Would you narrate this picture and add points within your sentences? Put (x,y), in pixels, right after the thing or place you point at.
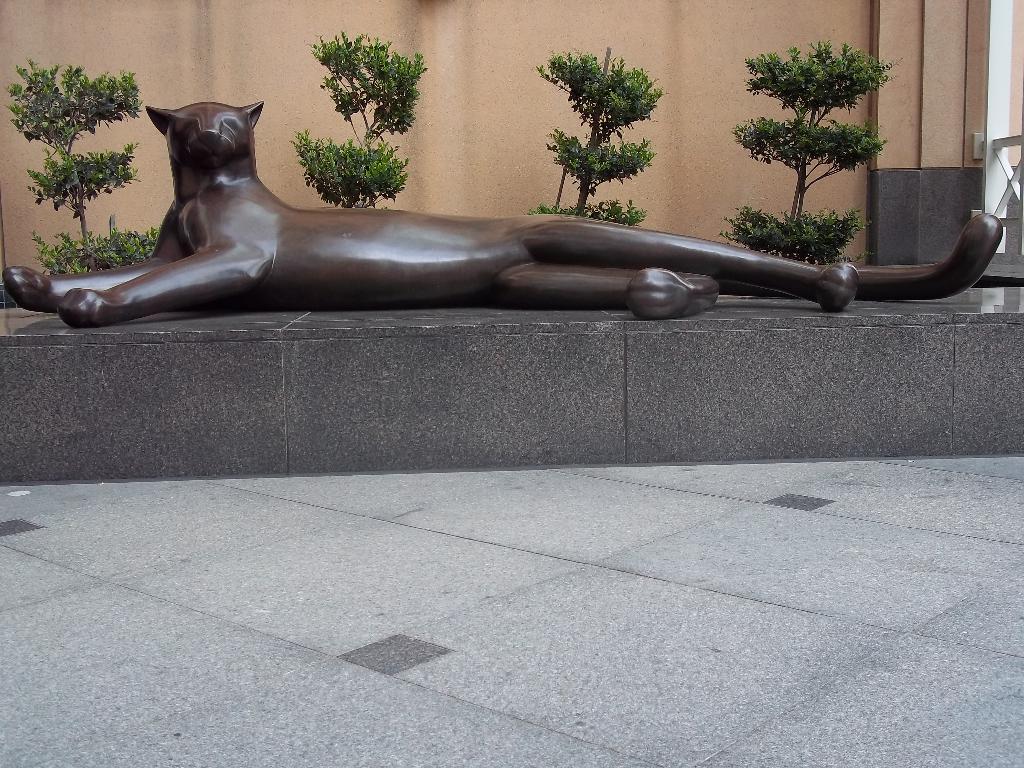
In this image, this looks like a sculpture (286,233) of a black jaguar (493,273) sitting on the stone (566,401). These are the small trees (53,113) with branches (807,163) and leaves (74,124). This is the wall (527,44).
